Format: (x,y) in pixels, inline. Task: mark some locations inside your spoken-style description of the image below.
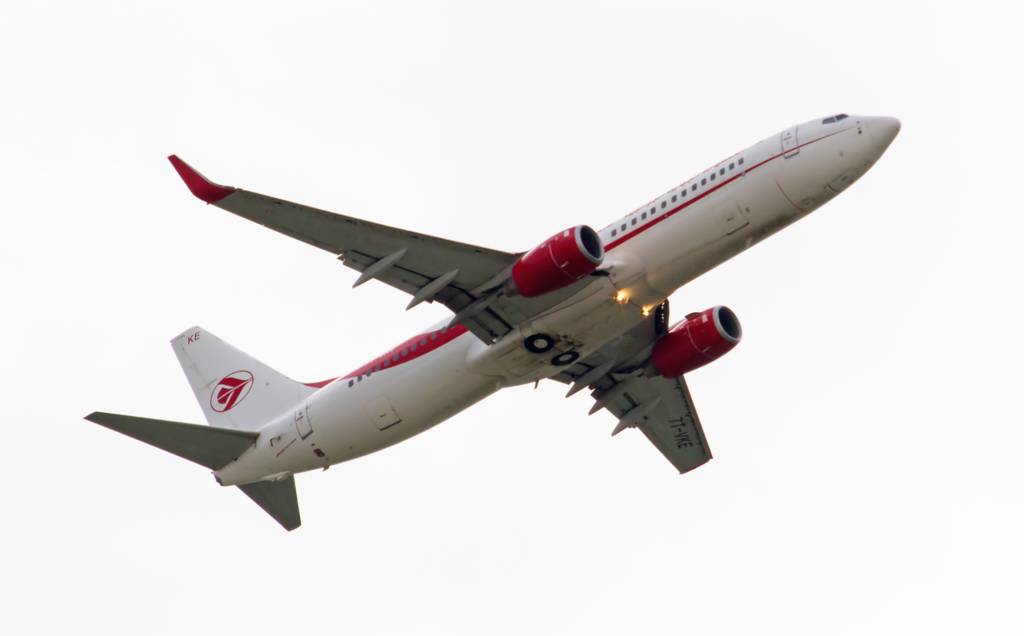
In this image we can see one white aircraft (424,385) flying in the sky (799,376).
